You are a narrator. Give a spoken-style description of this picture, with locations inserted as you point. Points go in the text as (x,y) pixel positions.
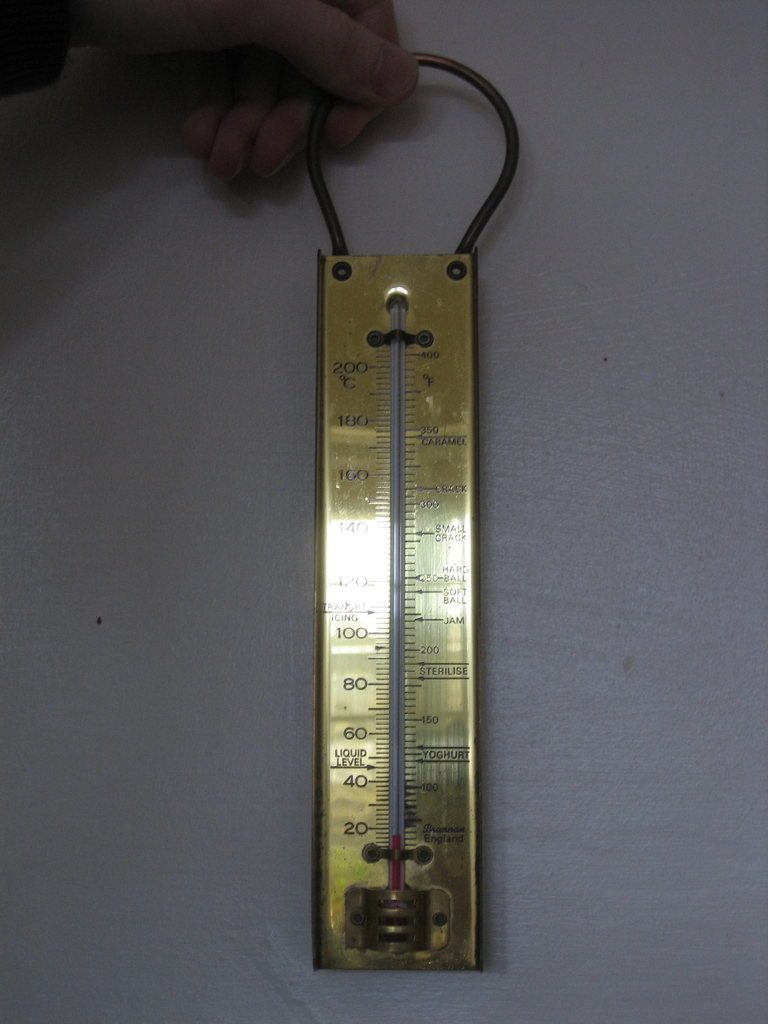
A person (342,58) is holding a golden color thermometer (377,473). The background (585,36) is white.
